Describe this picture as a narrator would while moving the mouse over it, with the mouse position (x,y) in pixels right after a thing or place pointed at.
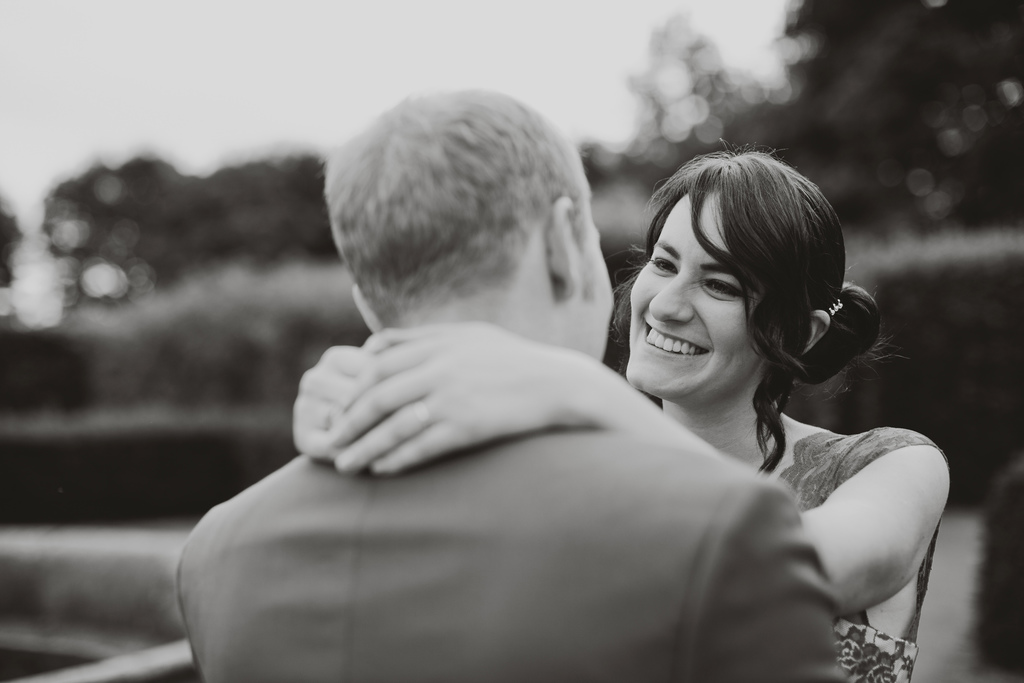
This is a black and white image in this image there is a man (616,554) and a woman (815,523), in the background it is blurred.
